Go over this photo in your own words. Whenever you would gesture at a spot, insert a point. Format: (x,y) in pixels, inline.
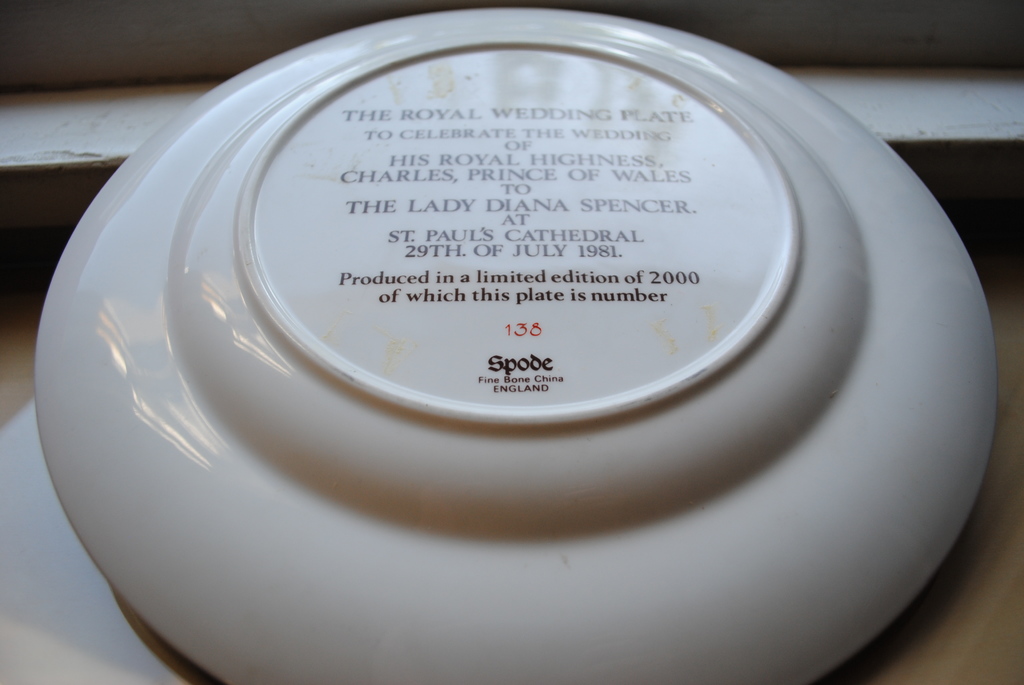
In this image we can see a plate (198,253) with some text (553,266) on it.
